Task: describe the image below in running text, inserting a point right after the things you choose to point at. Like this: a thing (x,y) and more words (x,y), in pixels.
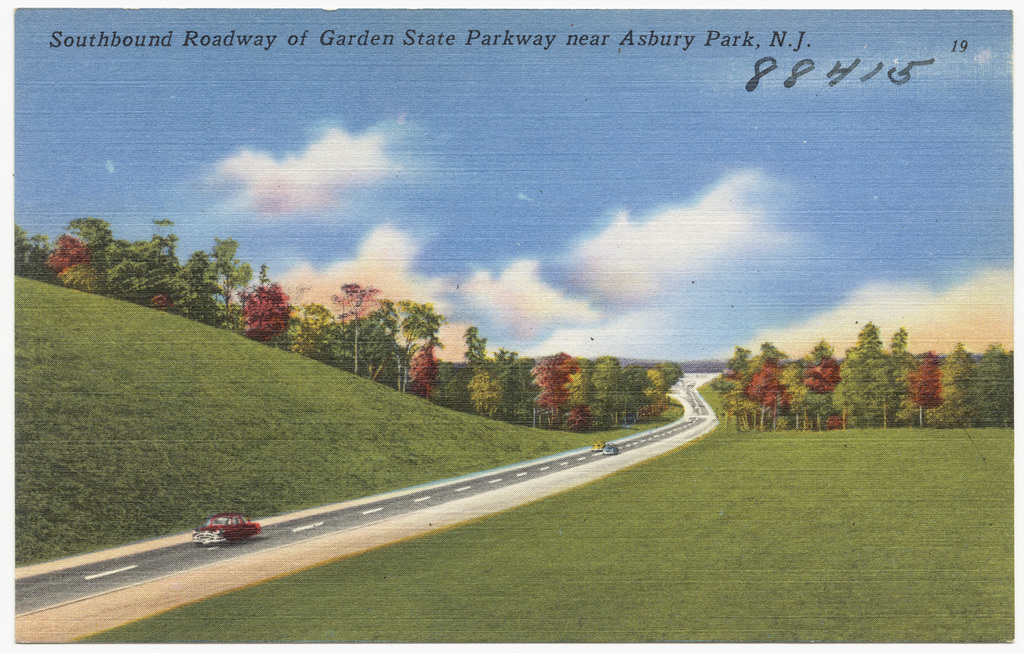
In this image It is looking like an art. I can see grass (716,483) on the ground (716,483). I can see few vehicles (604,447) on the road (63,609). I can see few trees (556,404). I can see clouds (542,318) in the sky (467,271). At the top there is some text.
